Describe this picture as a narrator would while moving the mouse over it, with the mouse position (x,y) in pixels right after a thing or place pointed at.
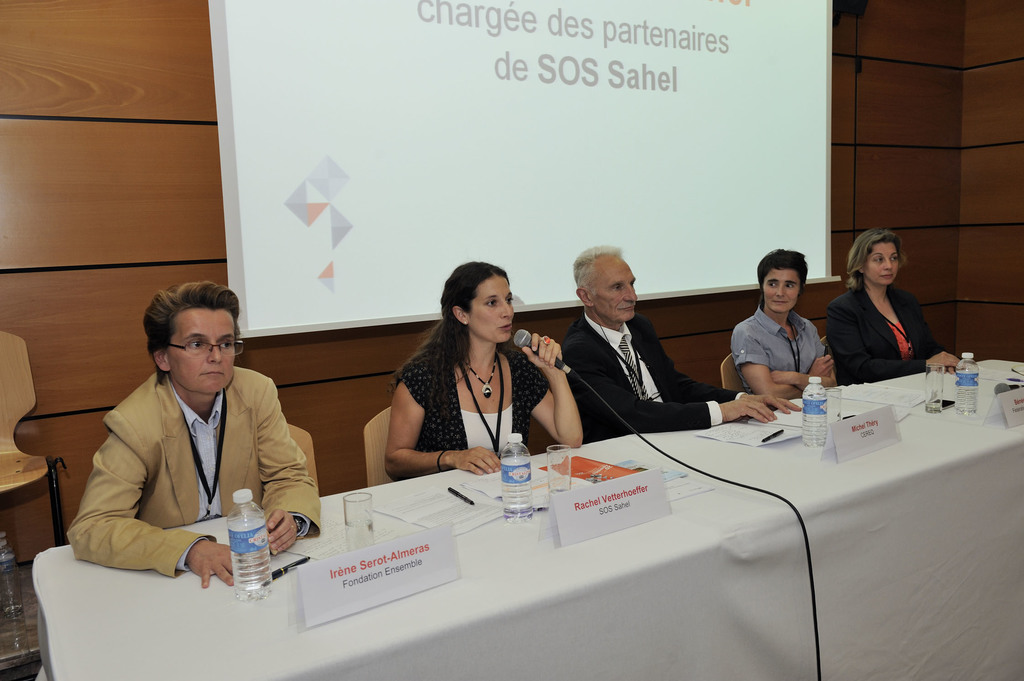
In this image we can see people (573,411) sitting, before them there is a table (696,554) and we can see bottles (522,519), glasses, papers (493,496), pens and boards (860,446) placed on the table (505,584). The lady (555,372) sitting in the center (562,378) is holding a mic (519,344) in her hand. In the background (279,324) there is a chair (9,337) and a screen (394,178) placed on the wall (77,160).
